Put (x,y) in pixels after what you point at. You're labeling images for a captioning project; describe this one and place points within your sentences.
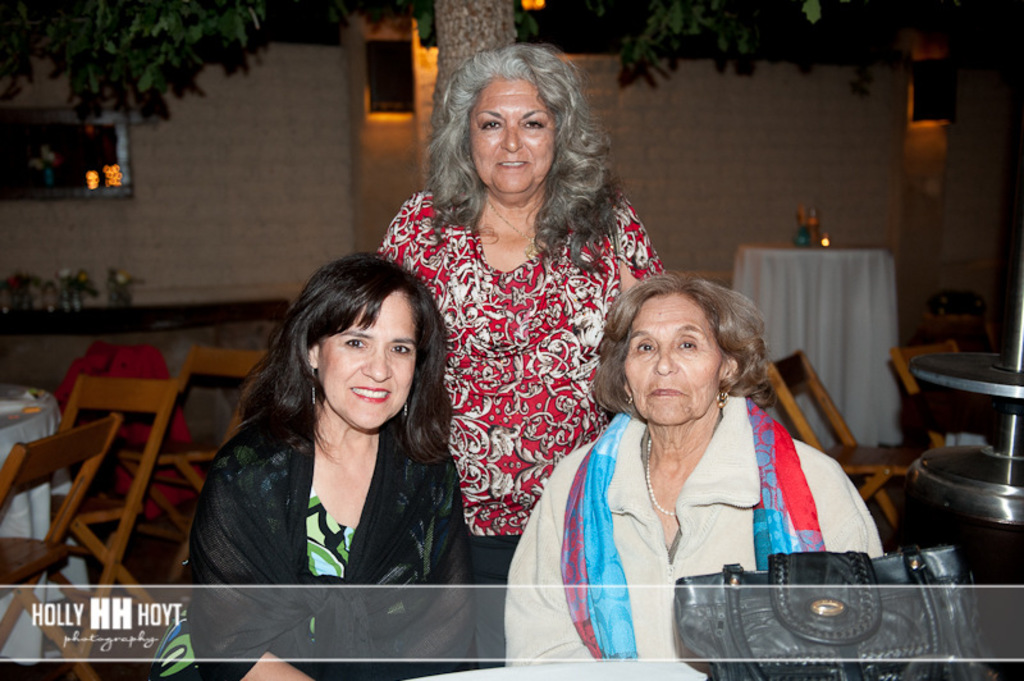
This picture shows about three women (486,277) two are seated on the chairs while another one standing behind them in front of them we can see a bag (824,592) on the table (513,669) in the background (56,420) we can see some tables (8,419), chairs (206,454) and a tree (487,33).
